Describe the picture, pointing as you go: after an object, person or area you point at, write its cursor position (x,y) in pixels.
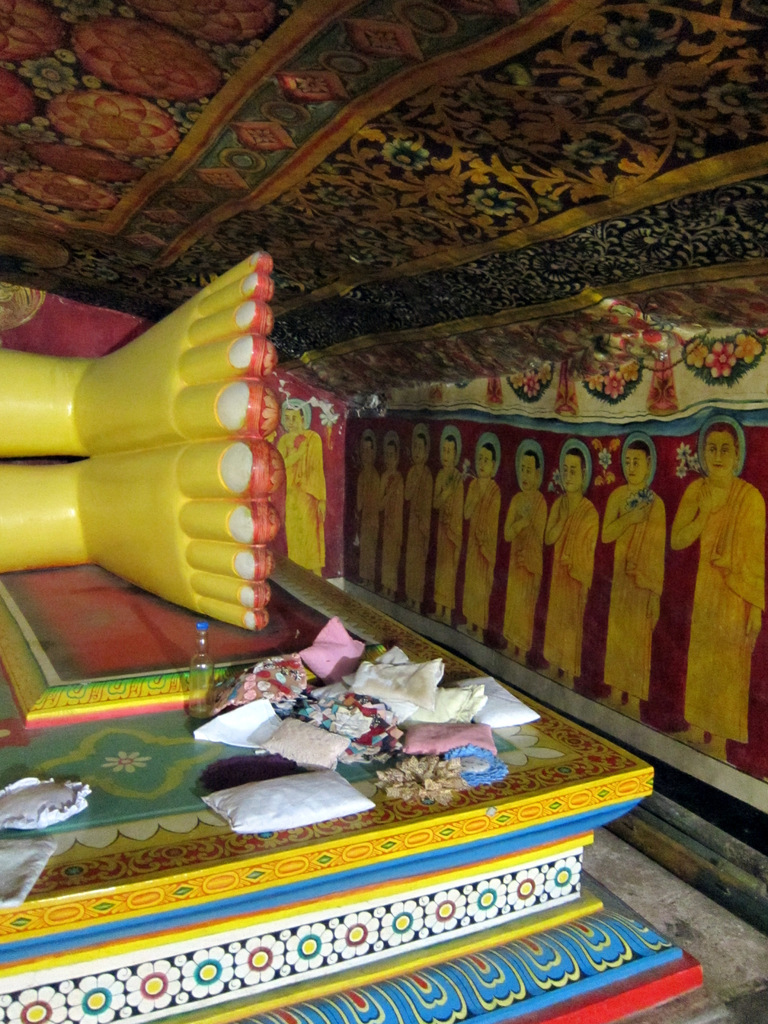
In the foreground of this picture (210,546), there are legs (210,411) of a statue (222,371) on a stone (120,687) and we can also see few cushions (274,675) and a bottle (198,696) beside the legs (201,549). In the background (627,392), there is a closed wall (604,472) and few paintings (538,418) on it.
